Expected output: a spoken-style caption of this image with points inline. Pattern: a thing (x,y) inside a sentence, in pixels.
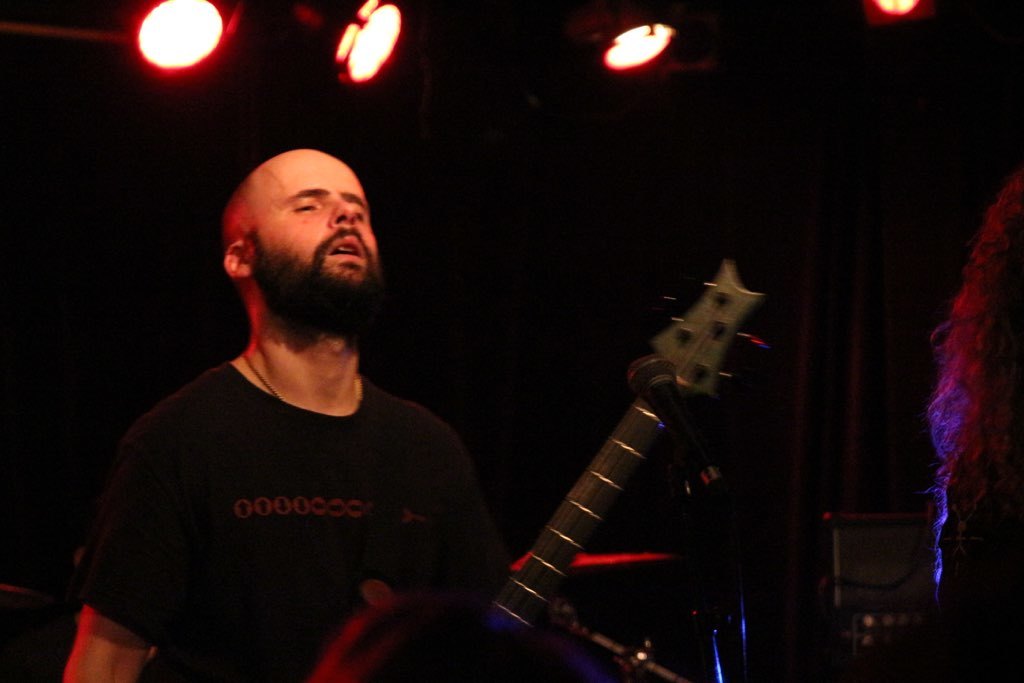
In this image there is a man (267,557) in the middle (348,451) who is holding the guitar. At the top (621,12) there are lights (631,25). On the right side (957,370) there is another girl (940,494). In the background (886,554) it looks like speakers (870,573).
